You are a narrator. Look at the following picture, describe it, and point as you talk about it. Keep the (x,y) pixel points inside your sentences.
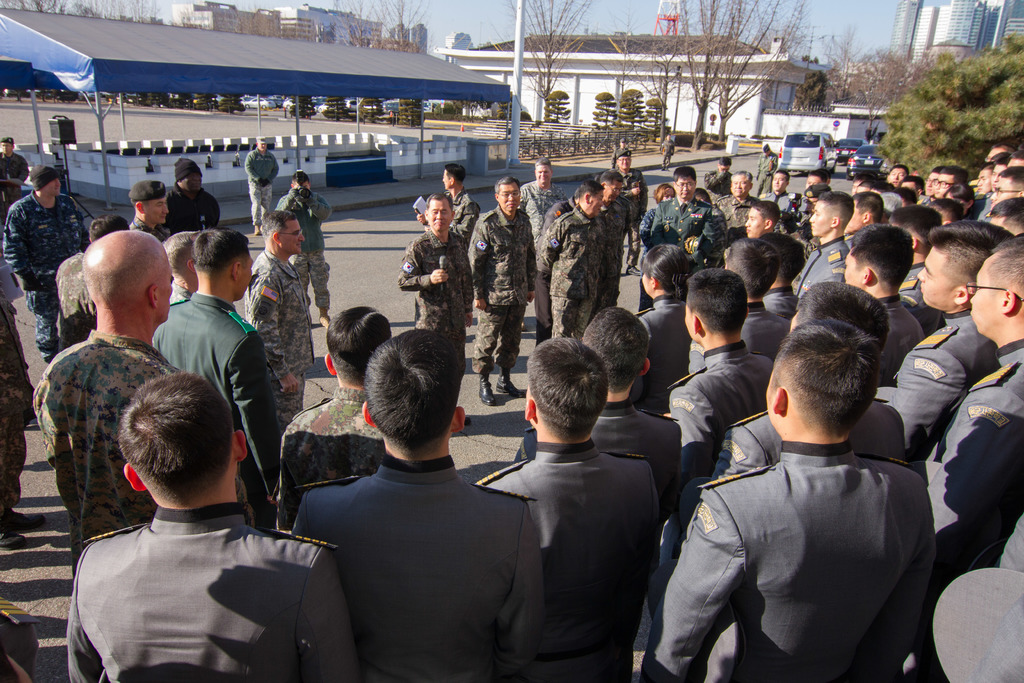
There are persons (1012,375) in different color dresses (302,523) standing on the road (18,118). In the background (382,71), there is a blue color roof (464,72), there are vehicles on the road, trees (942,76), buildings (773,54), a tower (672,25) and there is blue sky (513,25).
